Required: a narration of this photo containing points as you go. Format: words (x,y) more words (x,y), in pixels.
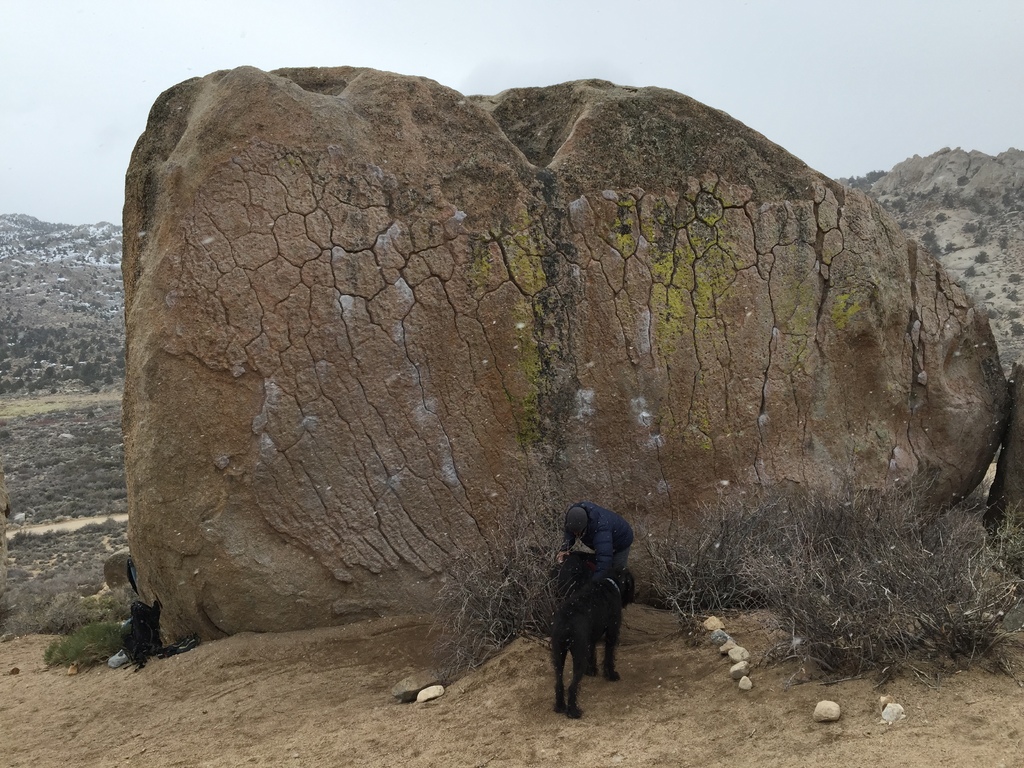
In this image there is a dog (595,623) on the foreground (585,624). A person (585,531) is here. on the ground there are plants (888,583), shrubs (104,471). This is a rock (675,302). In the background (121,304) there are trees (111,239), hills (924,218) and sky (826,86).
